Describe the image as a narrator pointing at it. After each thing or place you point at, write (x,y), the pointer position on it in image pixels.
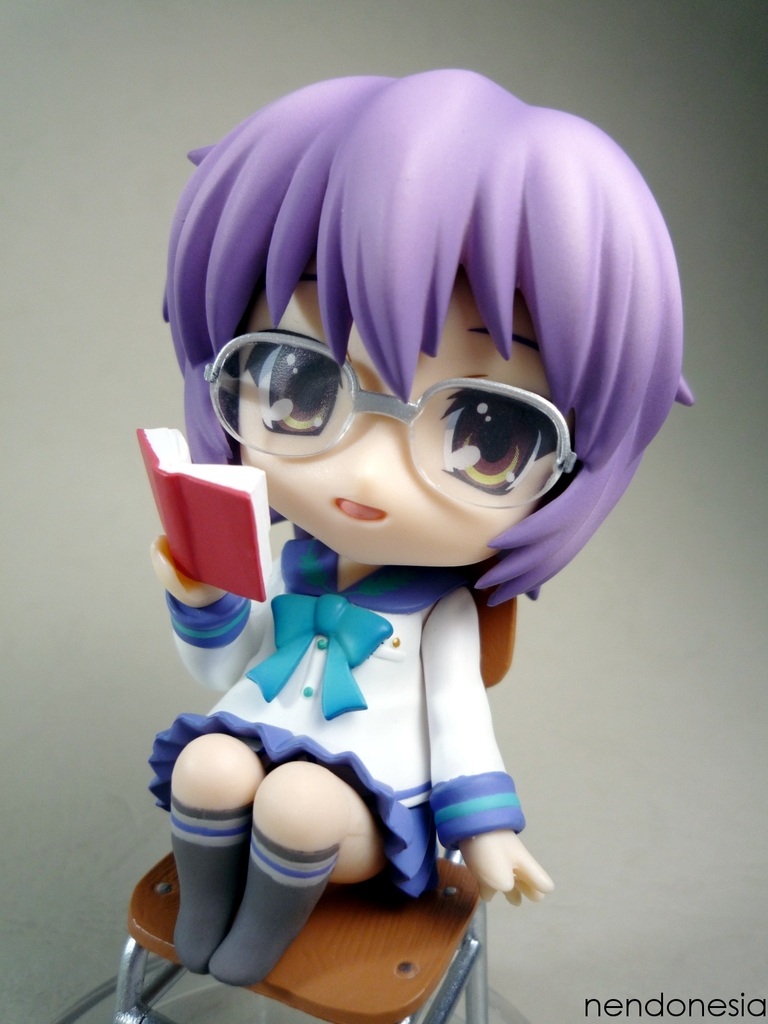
In this picture there is a toy doll (351,88) in the center of the image (360,618), on a chair (325,1010), by holding a book (244,540).
